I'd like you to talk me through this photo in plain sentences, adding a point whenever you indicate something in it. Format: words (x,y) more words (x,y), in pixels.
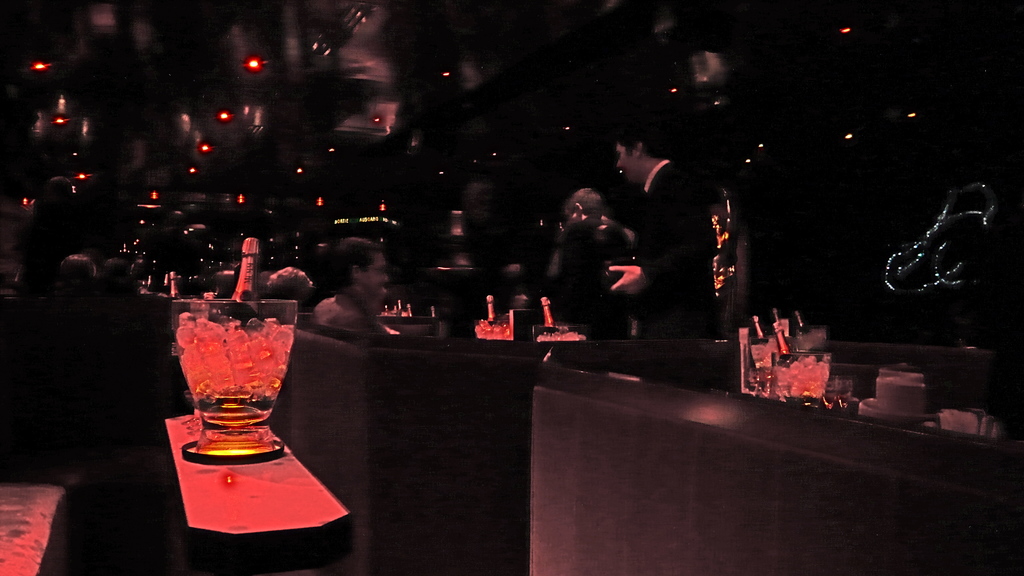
In this image I can see a person (662,191) wearing white shirt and black blazer (686,238) is standing and another person (366,279) is sitting on a couch (391,370) and I can see a table (264,495), a glass beaker (259,427) on a table (256,473) and in the beaker (265,364) I can see few ice cubes (253,350) and a wine bottle (251,246). I can see number of beakers (480,327) with ice cubes (494,328) and wine bottles (492,312) in them and I can see the dark background (429,206).
